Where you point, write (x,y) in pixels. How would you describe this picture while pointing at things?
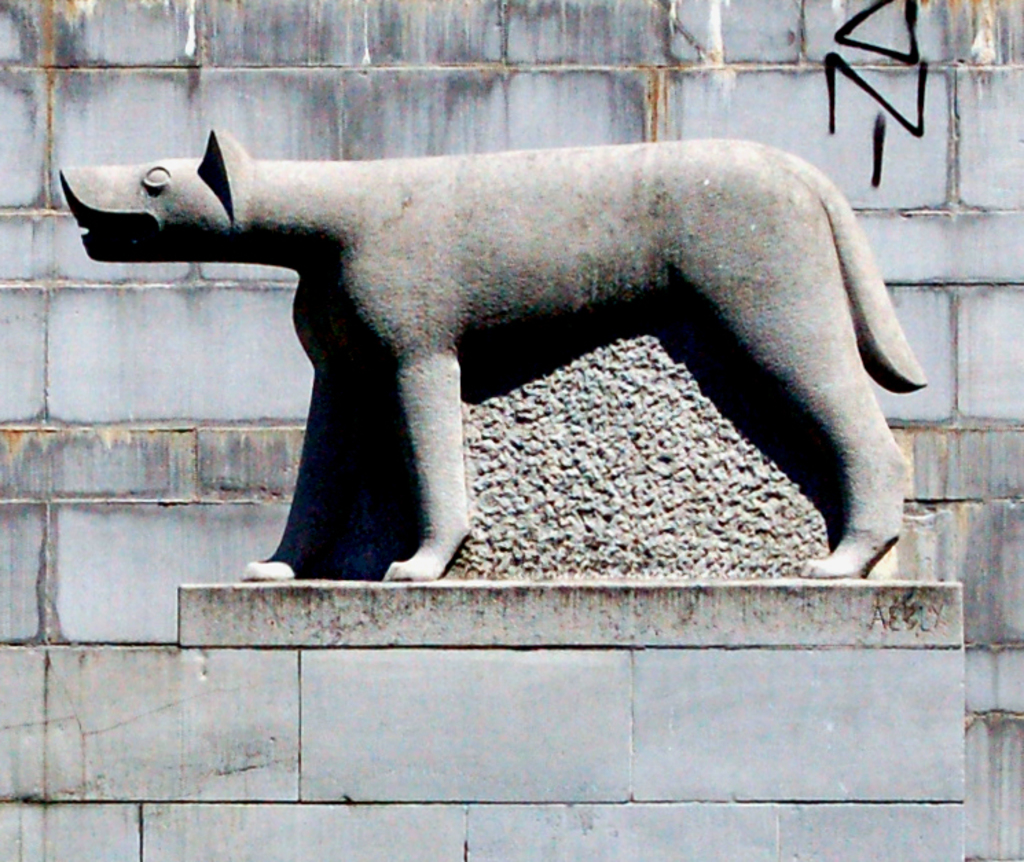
Here I can see a statue (434,306) on a pillar (542,672). In the background (672,77) there is a wall (549,76).
